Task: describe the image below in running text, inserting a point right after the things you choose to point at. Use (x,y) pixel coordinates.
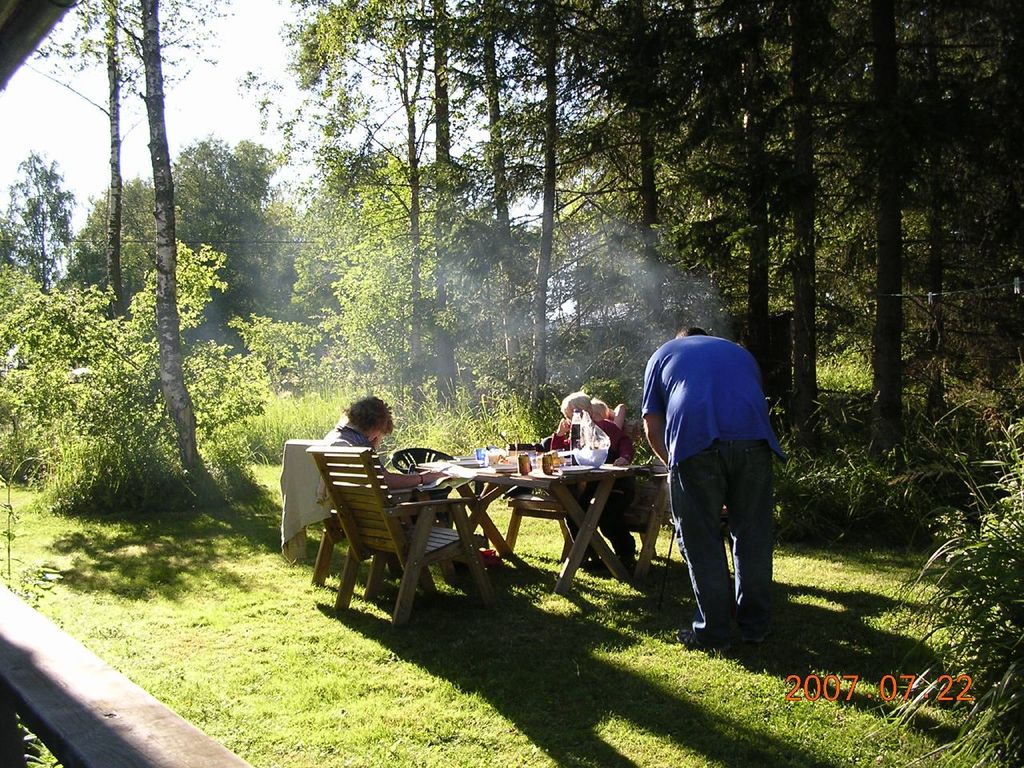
here we can see a person (691,373) standing on the ground (543,591), and a person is sitting on a chair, and in front there are some objects (566,463) on the table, and at back (766,69) there are trees (568,115), and at above there is the sky (243,106).
